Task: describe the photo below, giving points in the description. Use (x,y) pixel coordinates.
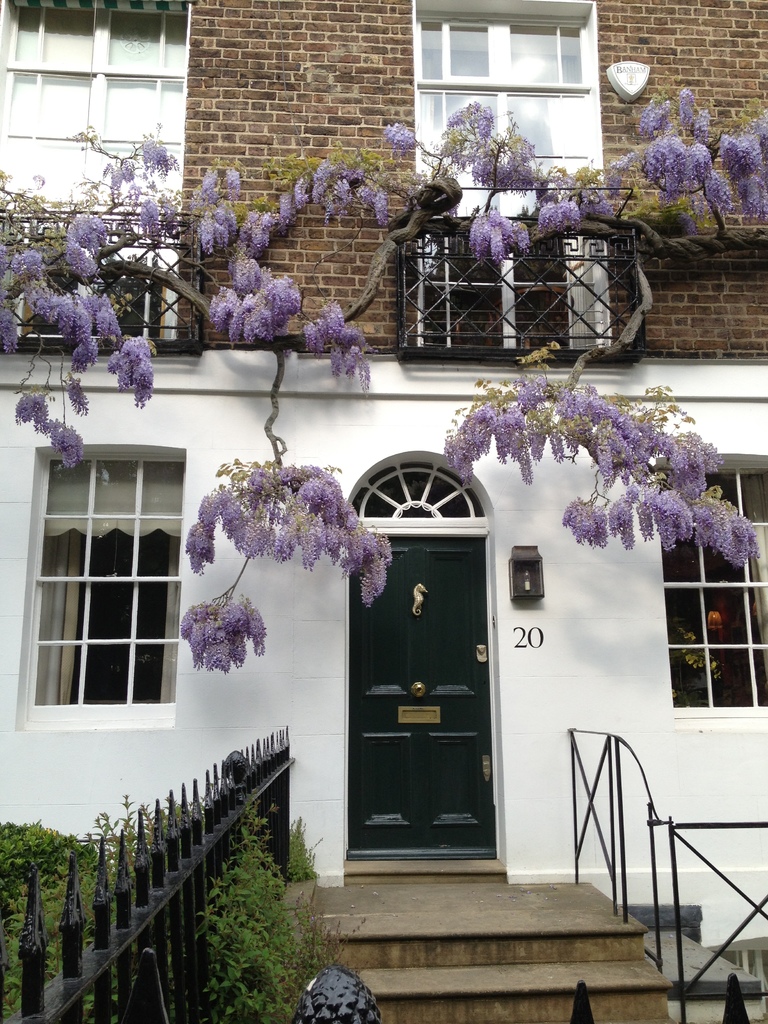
In this picture, we can see a building (535,630) with windows (427,483), door (475,663), stairs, railing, fencing (525,322), and we can see number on the building (640,884), we can see plants (284,942), and some flowers (272,292).
